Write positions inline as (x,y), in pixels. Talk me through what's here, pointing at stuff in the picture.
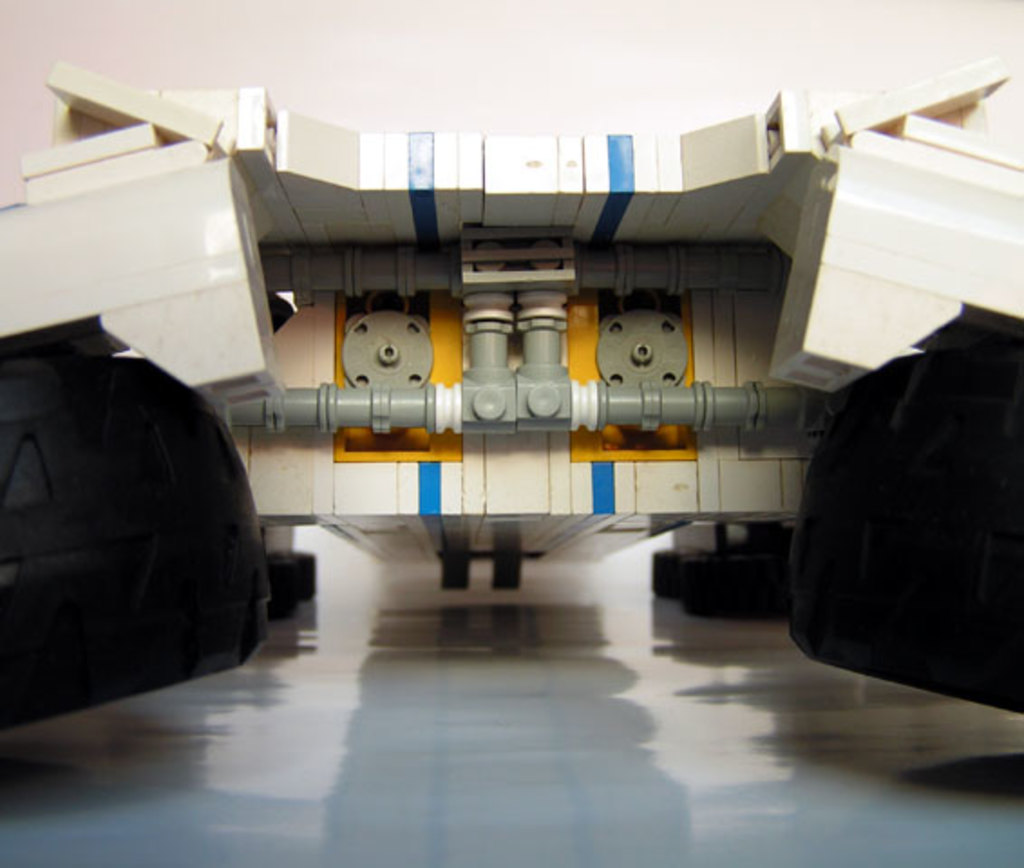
In the picture there may be a toy (512,560) present on the floor (61,818).
